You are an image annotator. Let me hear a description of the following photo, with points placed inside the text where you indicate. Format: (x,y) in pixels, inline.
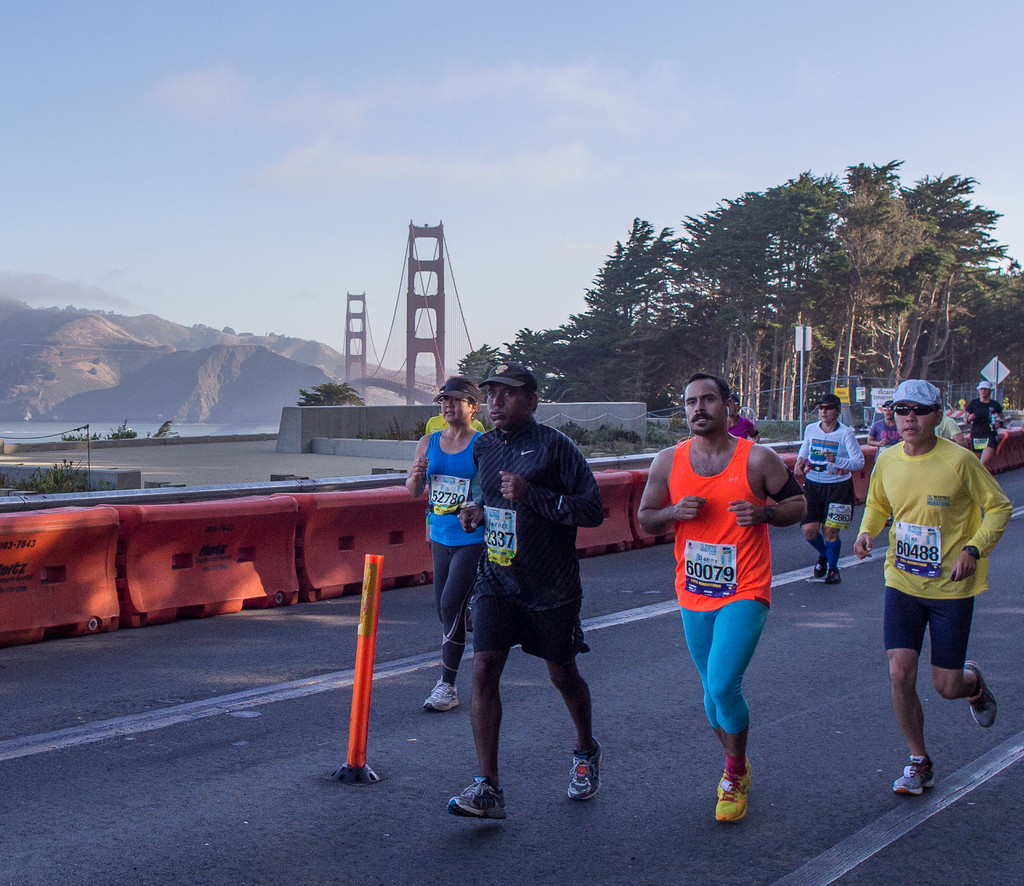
In the center of the image (540,536) there are people (911,579) running on the road (530,713). In the background of the image (104,401) there are mountains (294,379). There is a bridge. There are trees (629,363). There are sign boards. In the center of the image (343,569) there are barriers (177,562). There is a safety pole (363,614) at the center of the road (395,693). At the top of the image (388,39) there is sky (262,109).
